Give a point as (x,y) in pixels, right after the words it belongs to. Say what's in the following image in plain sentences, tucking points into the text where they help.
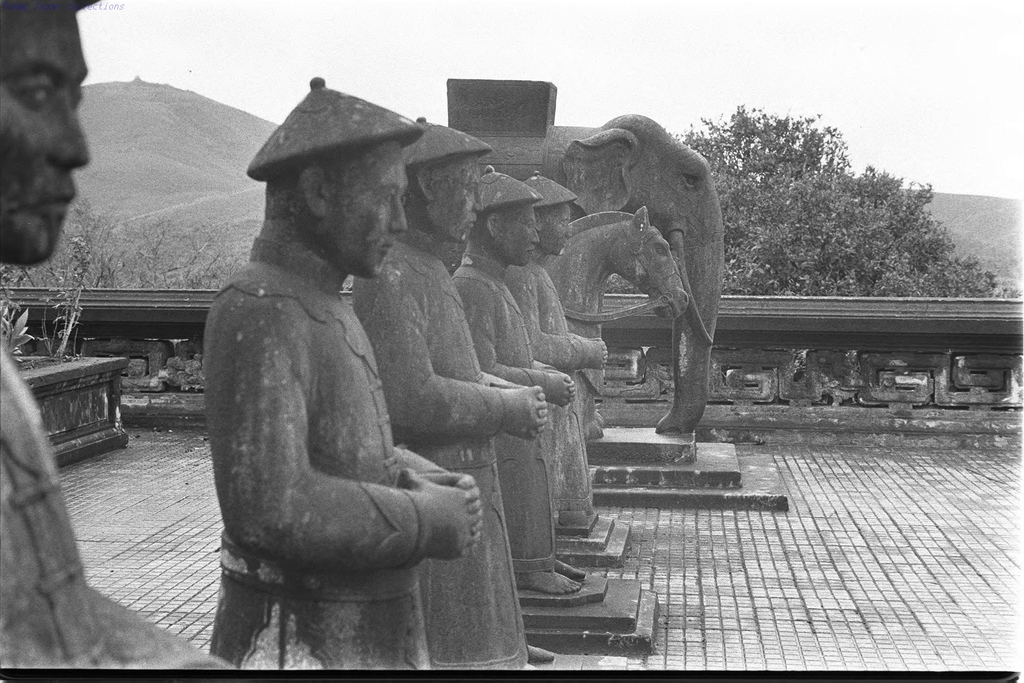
It is an old image, there are few sculptures of people (400,428) and a sculpture of horse (616,263) and an elephant (673,239), behind the sculptures (285,205) there are trees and mountains (106,169).
